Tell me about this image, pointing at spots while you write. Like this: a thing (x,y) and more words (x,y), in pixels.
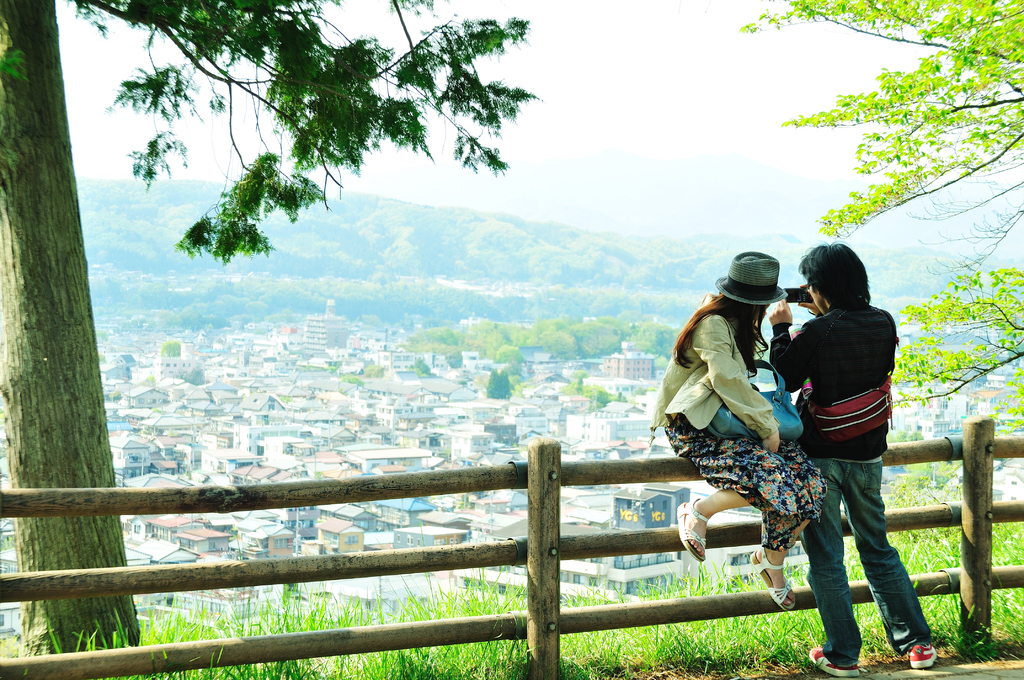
In this picture I can see a man (826,348) standing and he is holding a camera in his hand (785,311) and I can see a woman (730,402) sitting on the wooden fence (549,526) and she is wearing a cap (730,292). I can see buildings (246,415), trees (510,359), grass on the ground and a cloudy sky (751,57).
